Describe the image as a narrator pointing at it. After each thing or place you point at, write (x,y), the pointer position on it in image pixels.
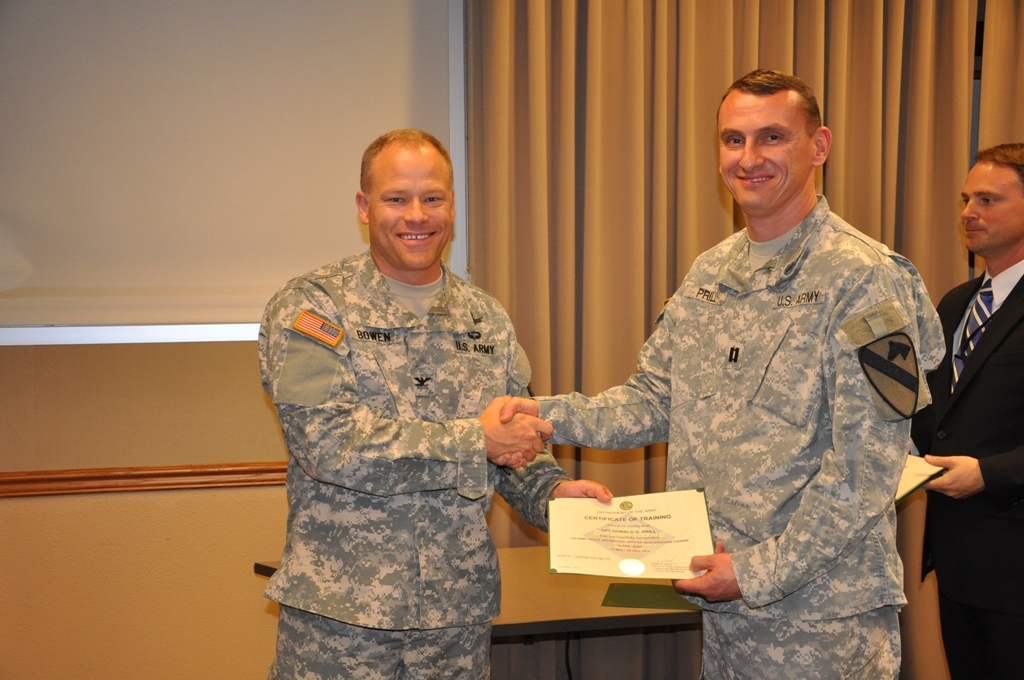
It seems to be the image is inside the room (873,442). In the image there three people (928,334) standing and holding something (686,501) on their hands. In background (704,78) we can see a cream color curtain (625,112), white color screen (144,137) and also a cream color wall (89,583) and a table (507,628).
